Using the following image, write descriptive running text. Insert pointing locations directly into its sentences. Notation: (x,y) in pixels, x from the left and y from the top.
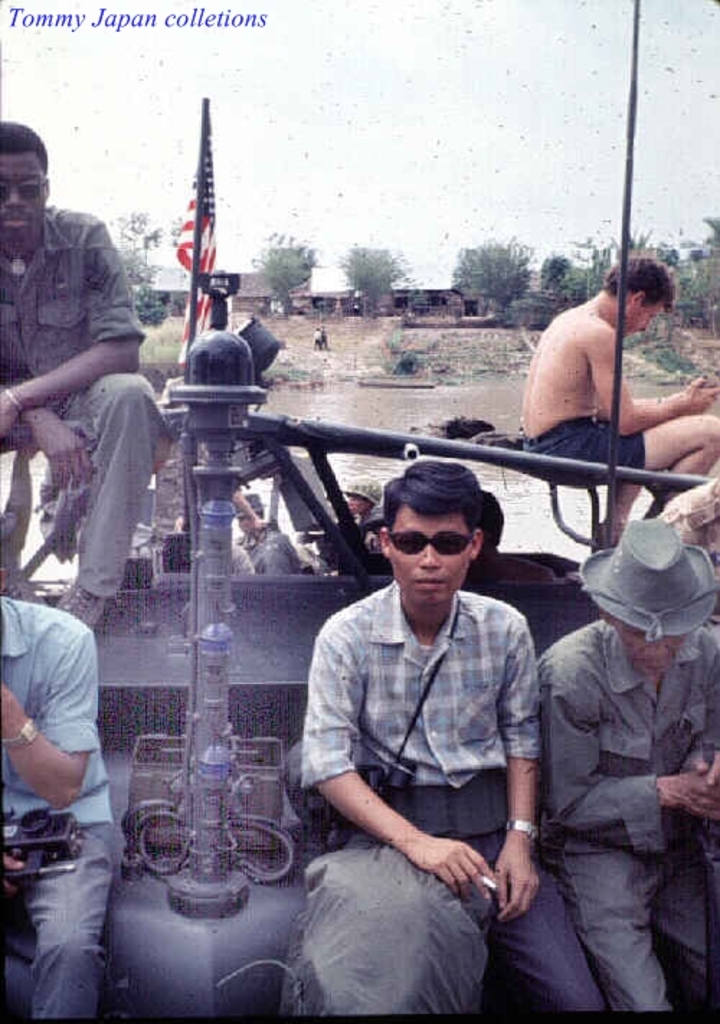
In this picture, we can see a few people (331,683) sitting on black color object (157,589), we can see poles (207,398), flag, water (508,407), ground (433,347) trees (156,309), and the sky (235,100), we can see some text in top left corner of the picture (195,22).
